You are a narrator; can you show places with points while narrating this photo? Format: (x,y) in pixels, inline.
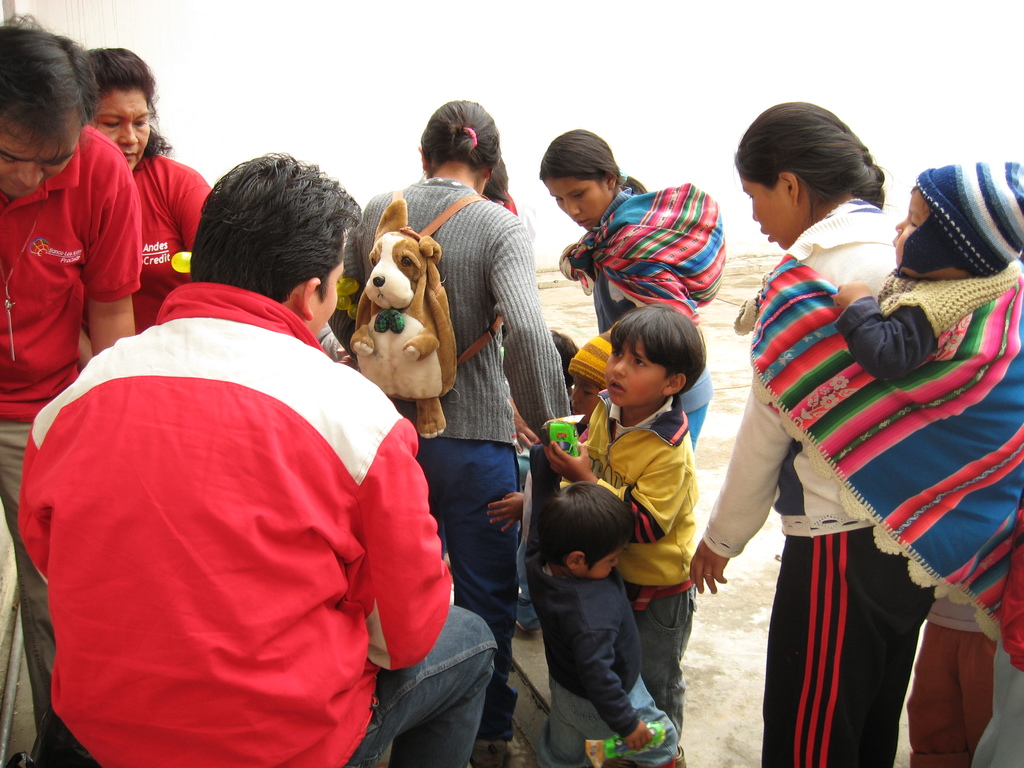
In this image there are men (191,333), women (488,287) and kids (650,344), in the center of the image (459,346) there is a woman (475,400) wearing a bag (451,369).
